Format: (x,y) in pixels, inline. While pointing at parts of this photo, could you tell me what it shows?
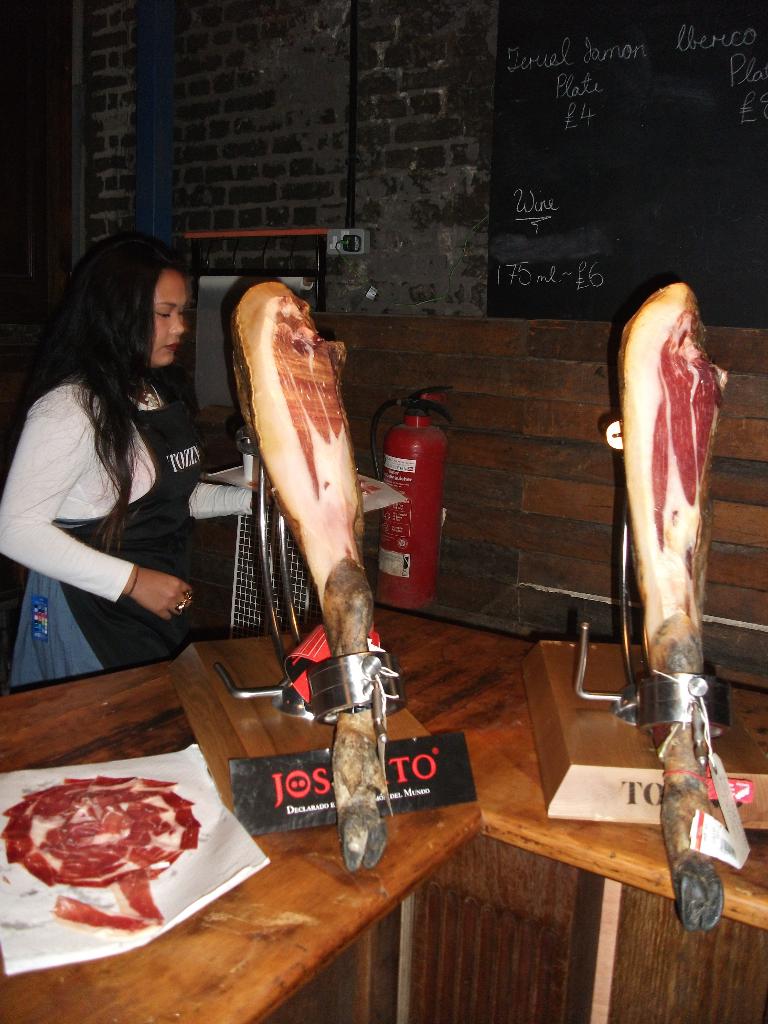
This picture describes about a woman (177,621) standing in front of table (315,867), on the table (352,894) we can see meat (666,470). In the background (512,218) there is a fire extinguisher (439,505) and a notice board (649,137).
